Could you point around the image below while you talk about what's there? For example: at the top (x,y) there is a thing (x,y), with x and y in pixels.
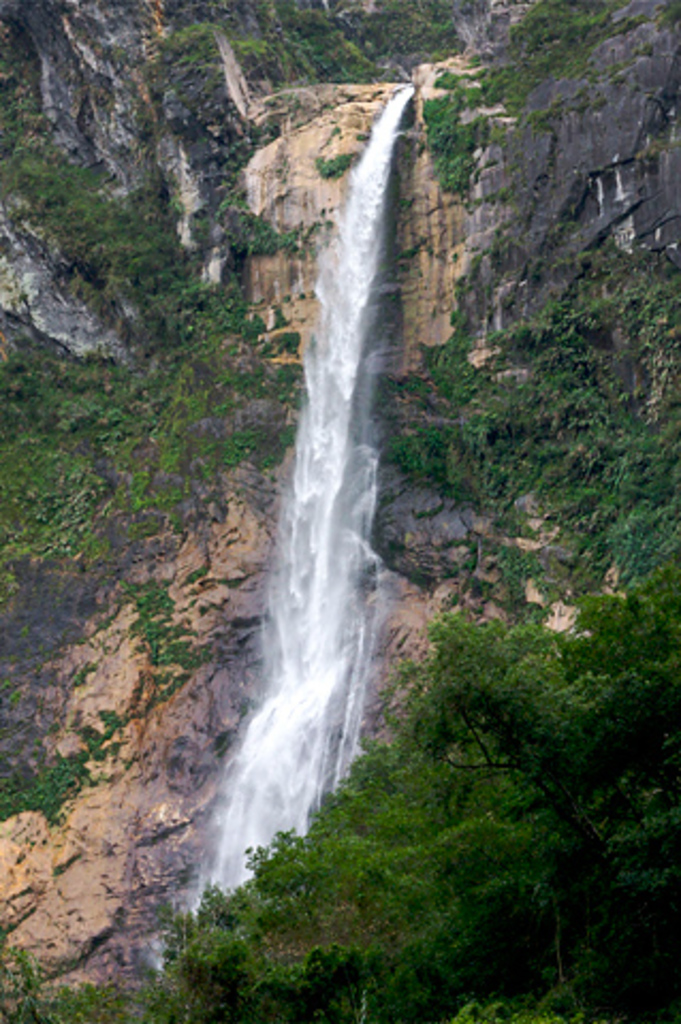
At the bottom of this image (599,716), there are plants (471,792) and trees (489,932). In the background (404,51), there is a waterfall (231,884) from a mountain (311,89) on which there are trees (1,154).
